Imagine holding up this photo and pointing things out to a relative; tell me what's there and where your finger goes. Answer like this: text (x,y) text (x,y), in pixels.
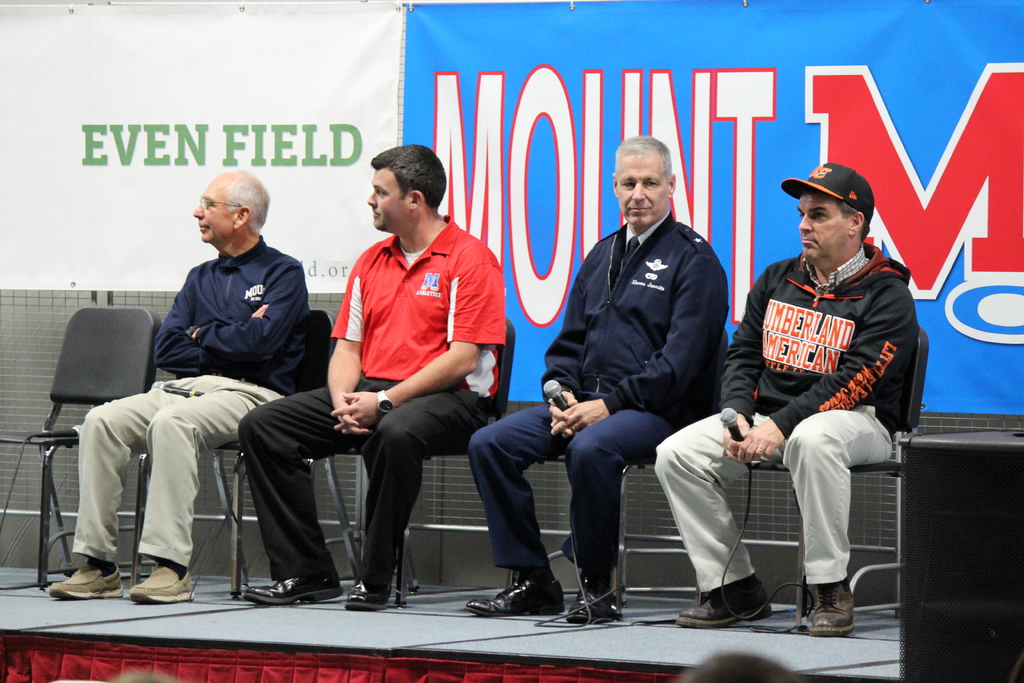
In this image we can see a group of persons (395,305) sitting on the chairs (706,404). In the background (809,134) we can see advertisement (485,102) and wall (403,78). In the foreground (862,633) there are wires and dais (473,625).
